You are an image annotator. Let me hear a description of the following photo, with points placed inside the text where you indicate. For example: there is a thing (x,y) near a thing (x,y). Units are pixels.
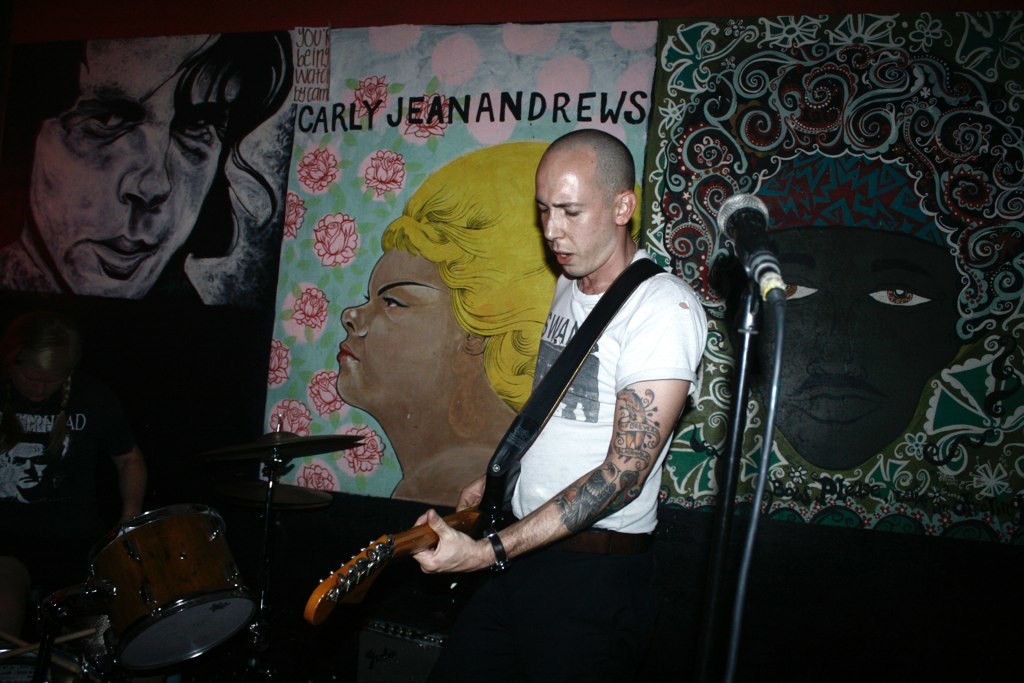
In the image we can see a person (609,495) standing, wearing clothes (627,524), wrist watch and holding the guitar (472,527). Here we can see the microphone (771,271) on the stand (728,477), cable wire (738,608) and posters (388,291). Here we can see musical instruments (123,625) and there is a person (77,451) wearing clothes (37,454).
